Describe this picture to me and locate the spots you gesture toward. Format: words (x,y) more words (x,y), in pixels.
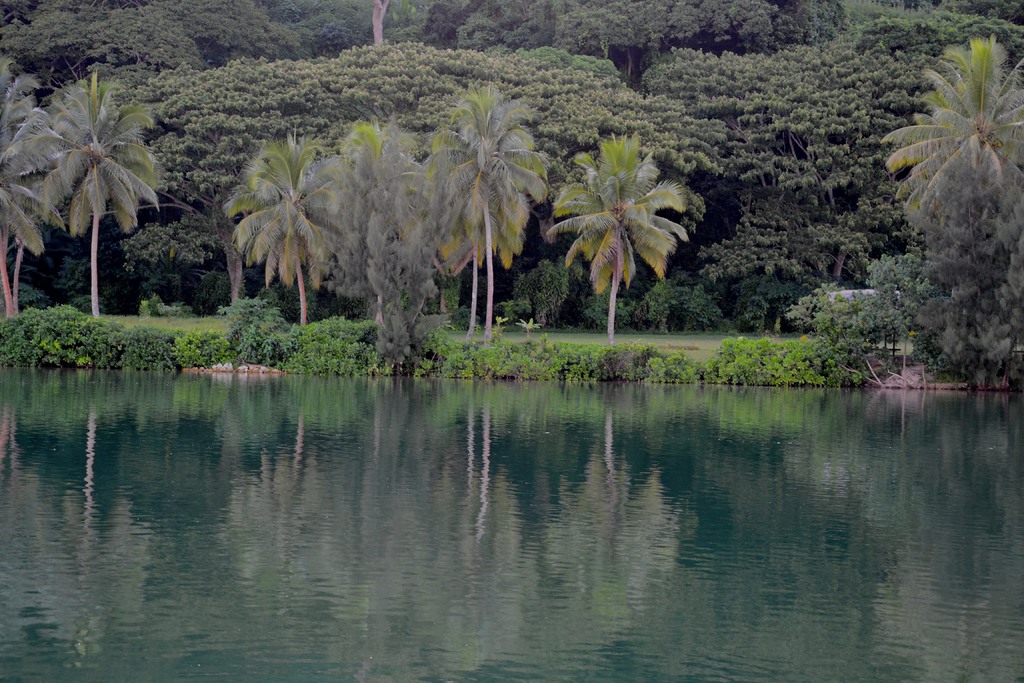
In the foreground of this picture (566,539), there is water (465,541). In the background (857,330), there are trees (802,330) and plants (839,330).
